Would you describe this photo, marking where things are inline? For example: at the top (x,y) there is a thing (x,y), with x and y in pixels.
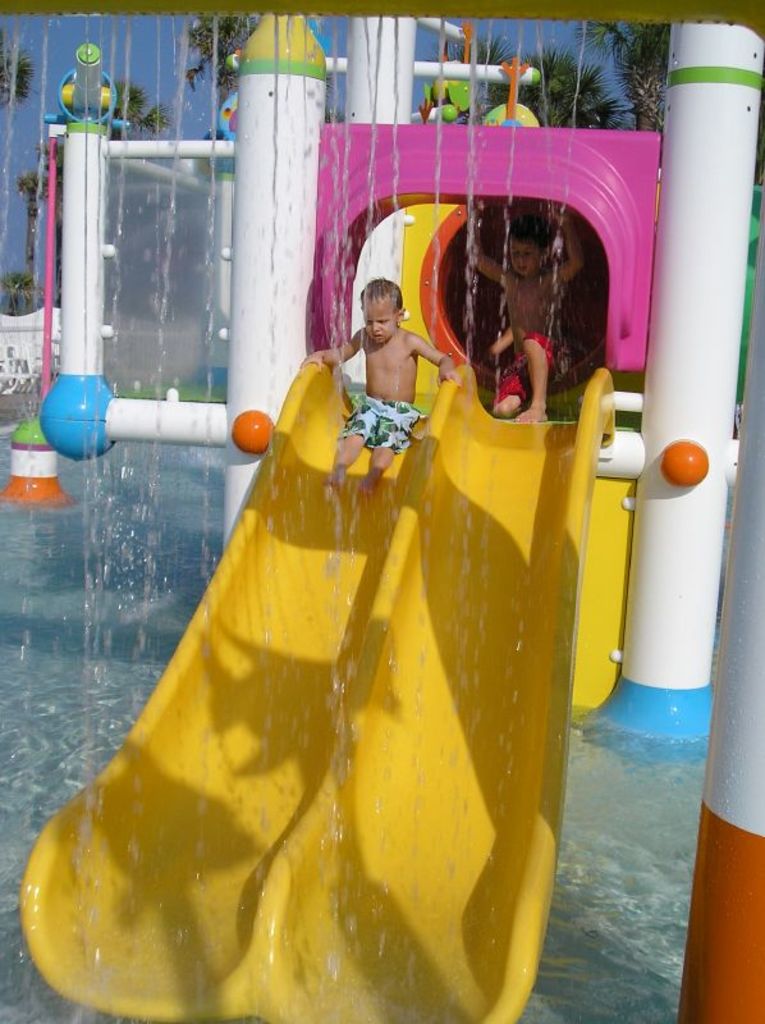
A child (398,437) is sliding another child (542,370) is sitting, this is water (103,699), these are trees (229,88).
